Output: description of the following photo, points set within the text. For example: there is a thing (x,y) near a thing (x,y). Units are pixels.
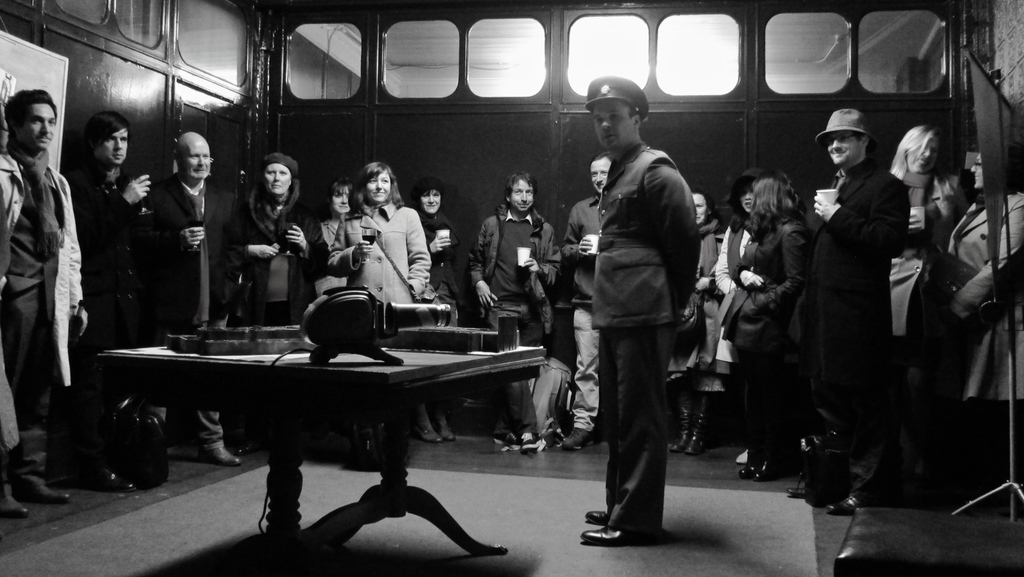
This is black and white image. In this picture, we see many people (653,291) standing and holding glasses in their hands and in front of them, we see a table (295,489) on which a device (400,361) and wooden boxes (290,340) are placed. Behind them, we see cupboard (216,106) and windows (779,83) and on right corner of picture (997,173), we see a board (986,79).
